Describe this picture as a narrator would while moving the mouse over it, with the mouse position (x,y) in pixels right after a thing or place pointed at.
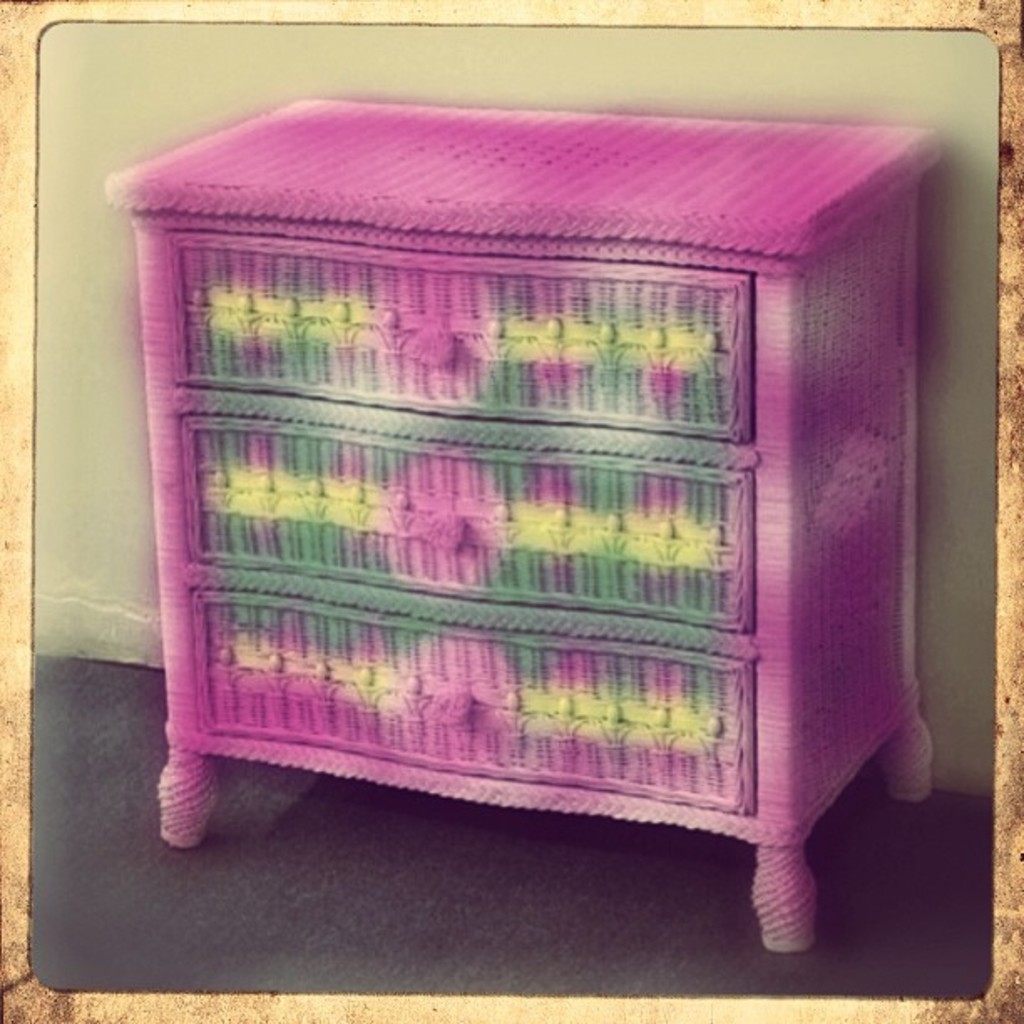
In this image I can see there is a table (544,515) with different colors and there are few drawers (563,388). And at the back (756,101) there is a wall (123,161).
